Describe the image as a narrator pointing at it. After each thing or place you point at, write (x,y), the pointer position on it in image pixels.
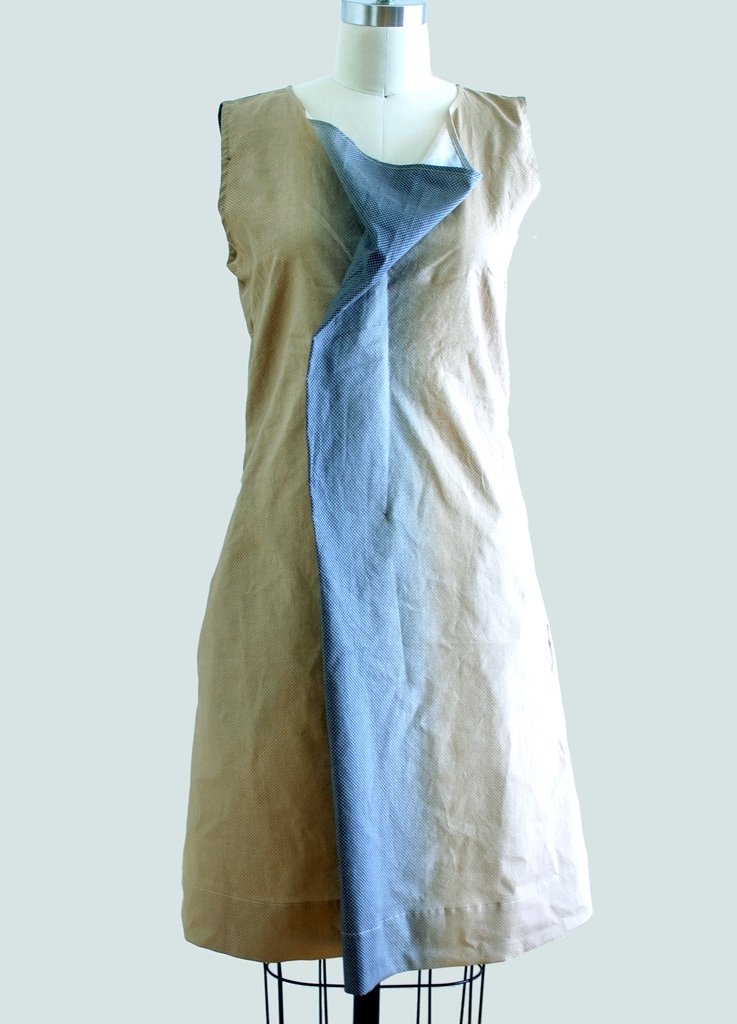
In this image we can see a dress (384,617) on a mannequin (494,578). On the backside (160,547) we can see a wall (136,720).
